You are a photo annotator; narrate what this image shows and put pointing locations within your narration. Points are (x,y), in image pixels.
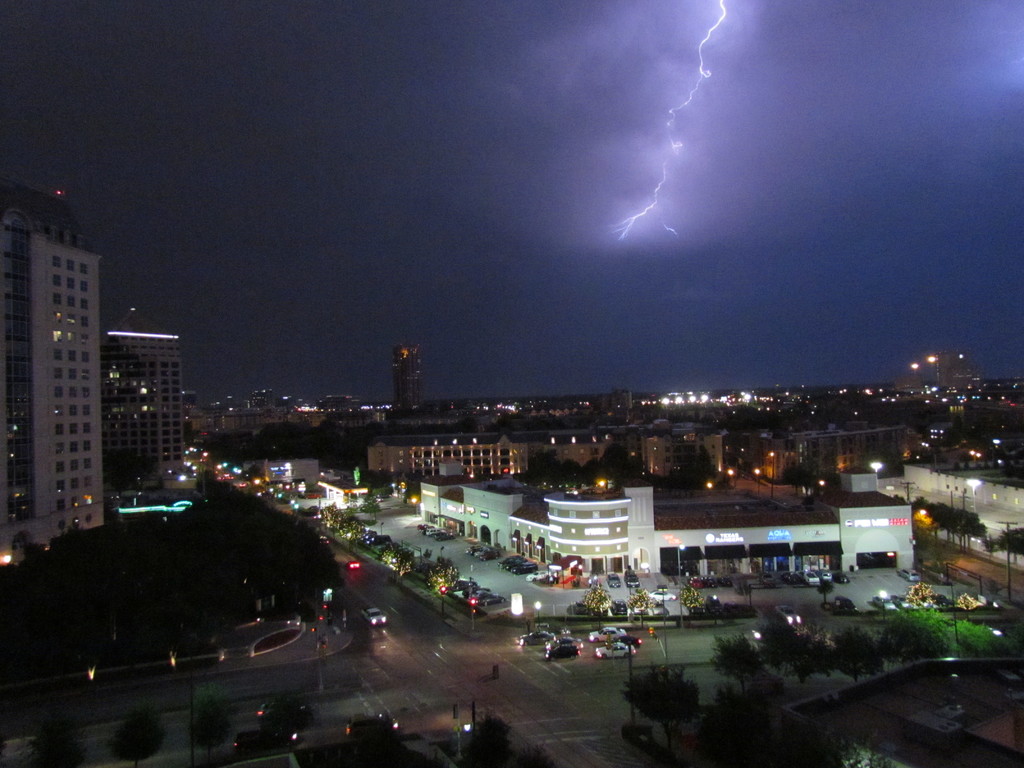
In the picture there are many buildings (524,435) and there is a road (351,680) in between those buildings (396,457), few vehicles (486,589) are parked beside the road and there are also many trees (57,587), there is a thunder (680,143) in the sky (702,90).
